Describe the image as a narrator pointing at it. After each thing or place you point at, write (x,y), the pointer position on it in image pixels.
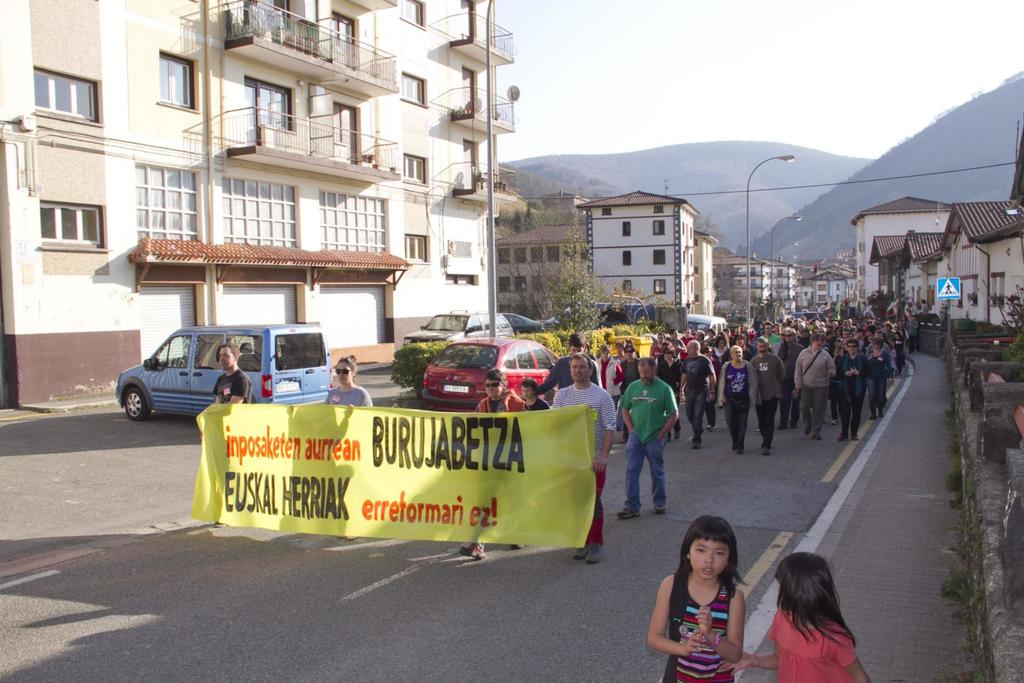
This picture is clicked outside the city. At the bottom (714,582), we see the road (750,581) and two girls (718,587) are standing. In the middle of the picture (659,408), we see the people (731,375) are walking on the road (497,615). The people (613,407) in front of the picture are holding a yellow color banner (397,463) with some text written on it. On the left side (301,355), we see the vehicles (498,355) parked on the road (480,609). On either side of the picture, we see the shrubs (1023,349), trees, poles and building (999,278). There are street lights (749,276) and buildings (774,281) in the background (764,272). There are hills (775,205) in the background (742,190). At the top (755,114), we see the sky (726,74).
